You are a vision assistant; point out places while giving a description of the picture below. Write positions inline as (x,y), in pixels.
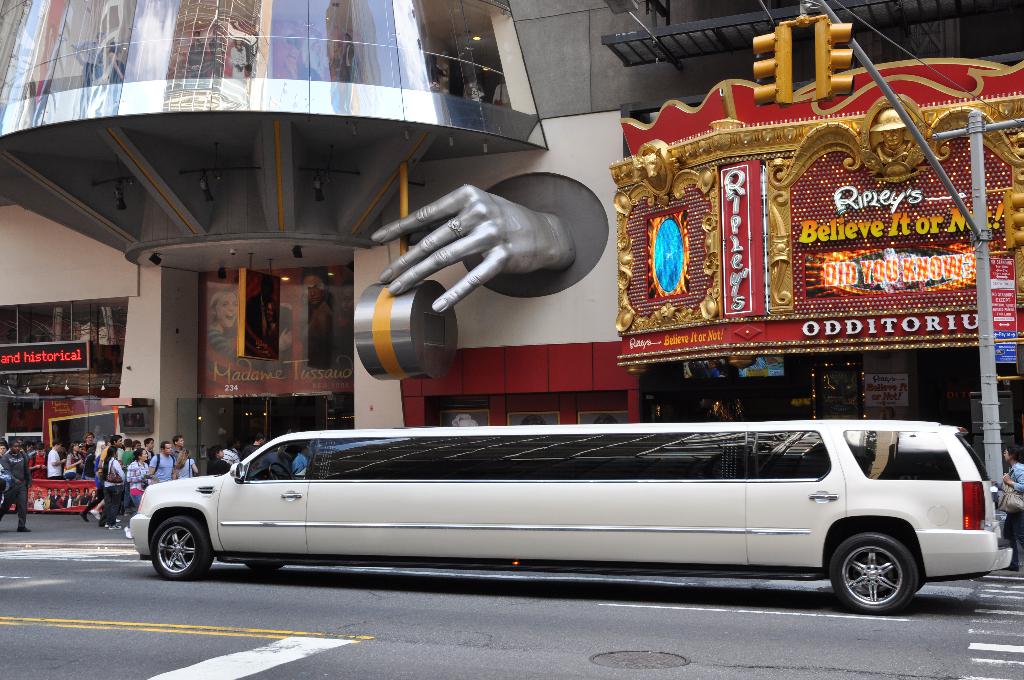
In this picture we can see a vehicle (804,430) and a few people (104,457) on the road (30,614). We can see traffic signals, poles (978,249), some text (942,262) and a few things (251,326) on the boards (769,274). There are lights (838,118), glass objects (483,30) and other objects (515,219) visible on the architecture (909,206).
